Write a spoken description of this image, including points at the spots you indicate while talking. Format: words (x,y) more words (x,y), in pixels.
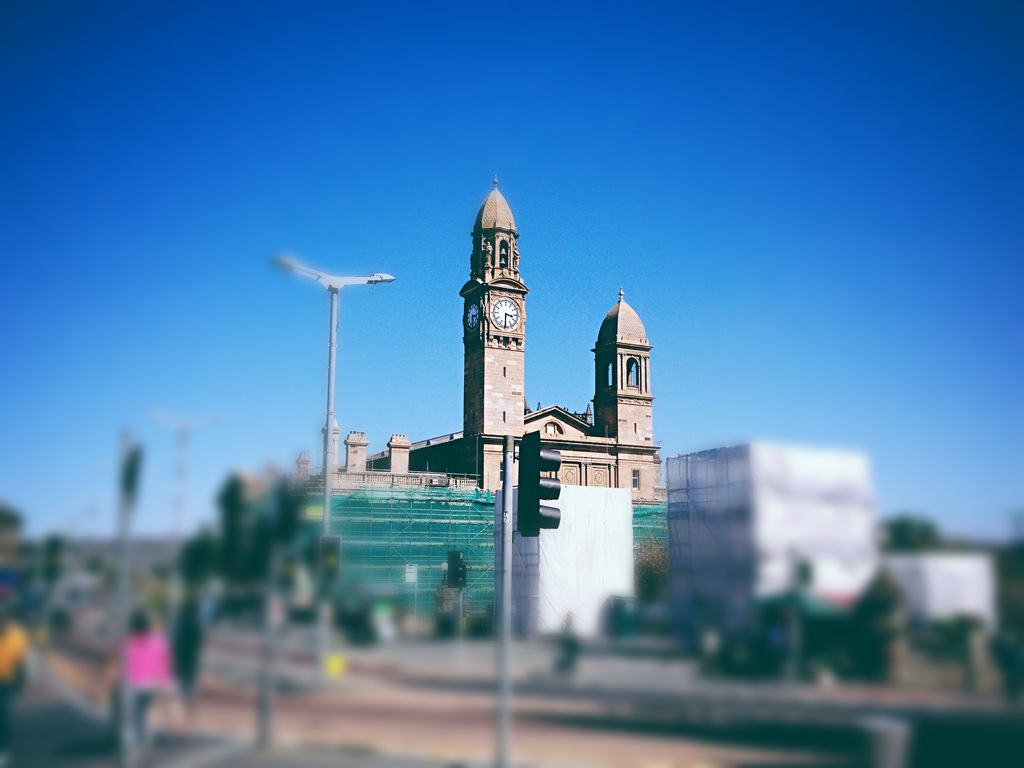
In the middle (479,413) it is a clock tower (496,404), at the bottom (507,591) there is a signal (525,525). At the top (446,117) it is the sky (403,112) in this image.
